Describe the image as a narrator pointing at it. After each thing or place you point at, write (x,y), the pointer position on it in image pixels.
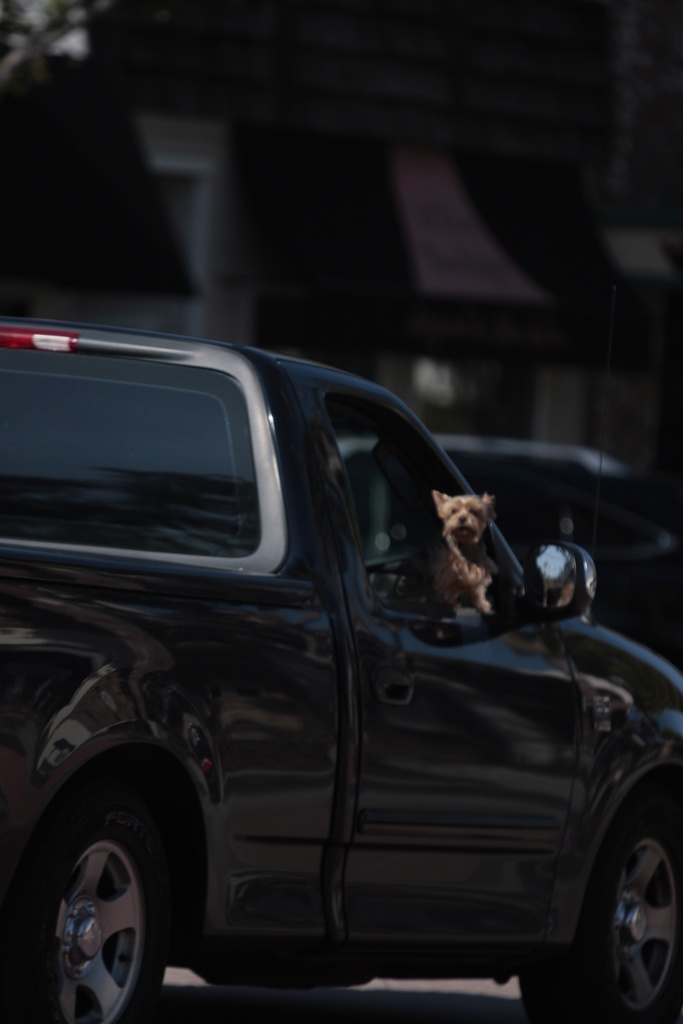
In this image i can see a car (186,727) with a dog (441,551) inside it.
